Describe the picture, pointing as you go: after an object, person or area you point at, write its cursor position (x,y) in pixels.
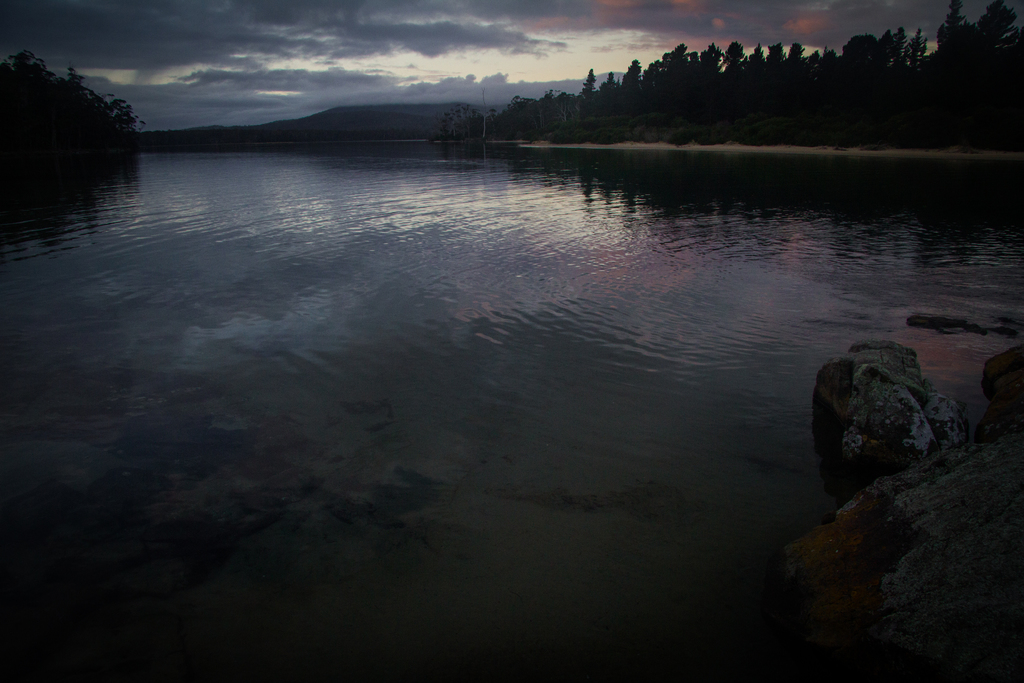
In this image we can see a large water body (444,432) and some stones (858,507). On the backside (758,140) we can see a group of trees (953,110), a pole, the hills (397,131) and the sky (507,43) which looks cloudy.
